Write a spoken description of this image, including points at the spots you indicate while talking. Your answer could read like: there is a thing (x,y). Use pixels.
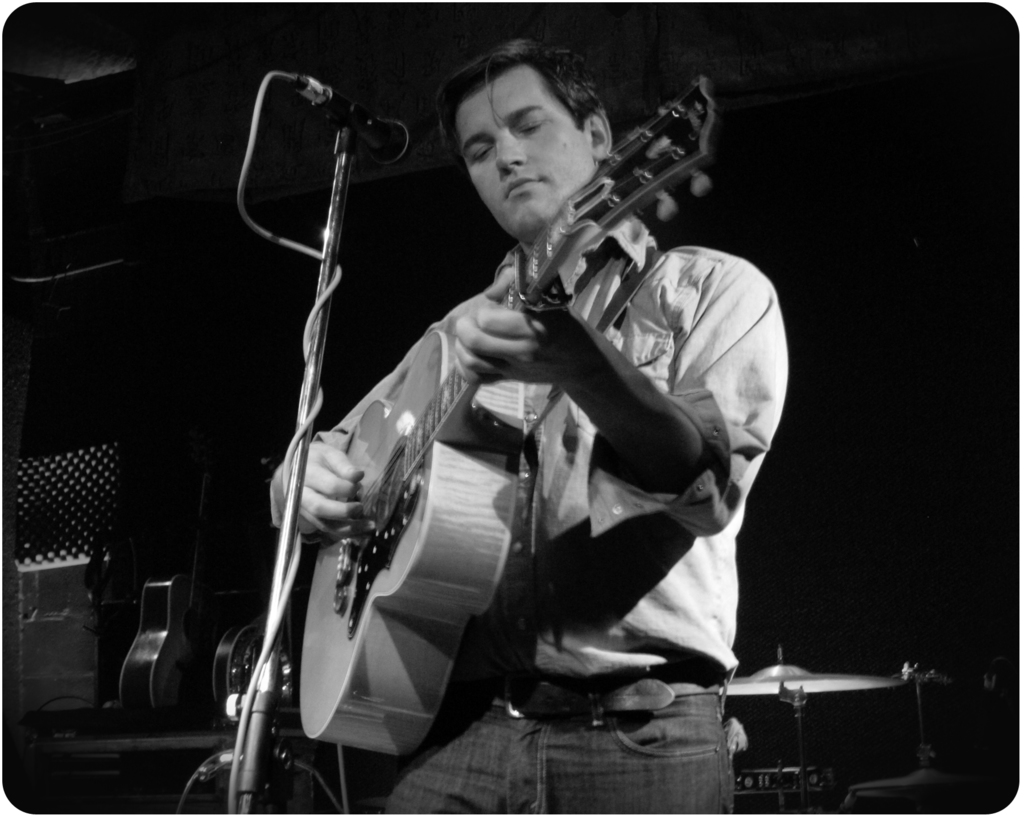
This is a black and white picture. There is a person (589,299) holding a guitar (449,528) and he is playing the guitar (437,514). There is a mic stand (337,202) in front of him. In the background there is a guitar (186,623).
